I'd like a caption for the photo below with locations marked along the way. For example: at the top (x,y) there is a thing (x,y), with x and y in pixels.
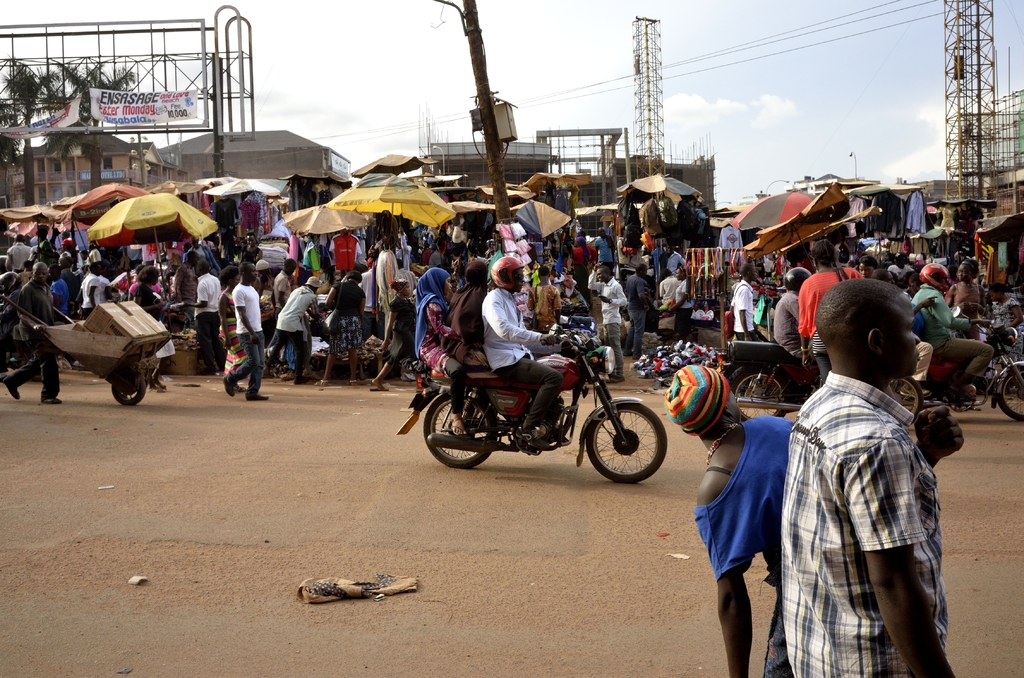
In this picture I can see group of people (693,404) standing, there are vehicles (999,344) on the road (1019,448), there are stalls (553,242), umbrellas (433,218), there are clothes (307,262) hanging to the umbrellas (59,211), there are banners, iron rods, buildings (317,148), poles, trees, and in the background (910,78) there is sky (605,55).
